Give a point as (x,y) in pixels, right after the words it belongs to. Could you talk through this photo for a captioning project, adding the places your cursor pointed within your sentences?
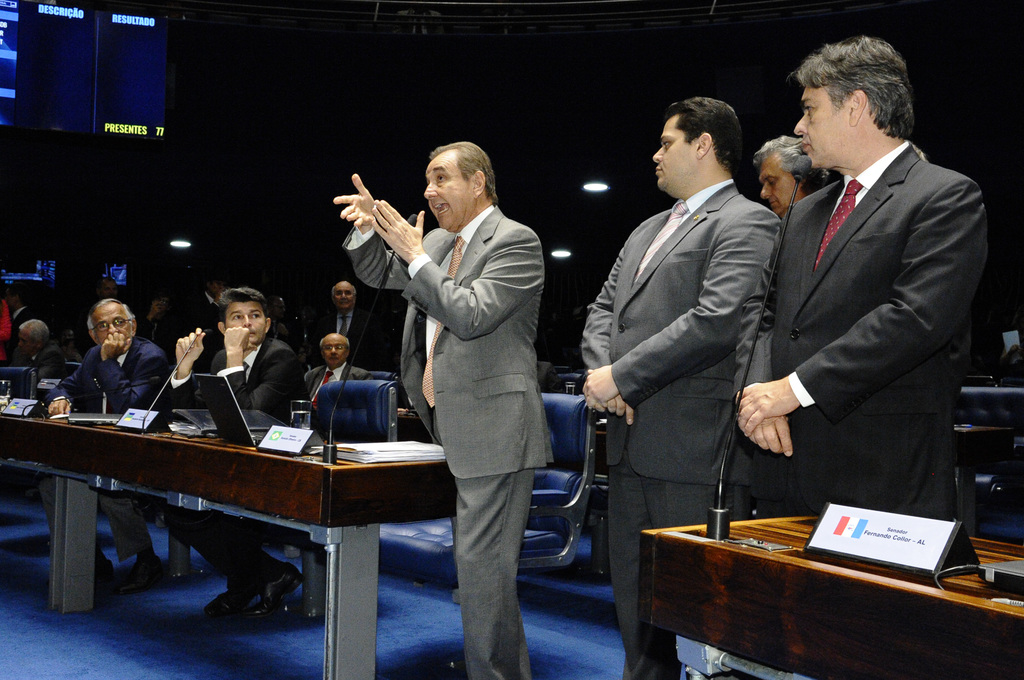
In this image I can see people (351,220) where few of them are standing and rest all are sitting on chairs (354,421). I can also see mics (786,221), laptops (237,415) and few papers (389,453).
